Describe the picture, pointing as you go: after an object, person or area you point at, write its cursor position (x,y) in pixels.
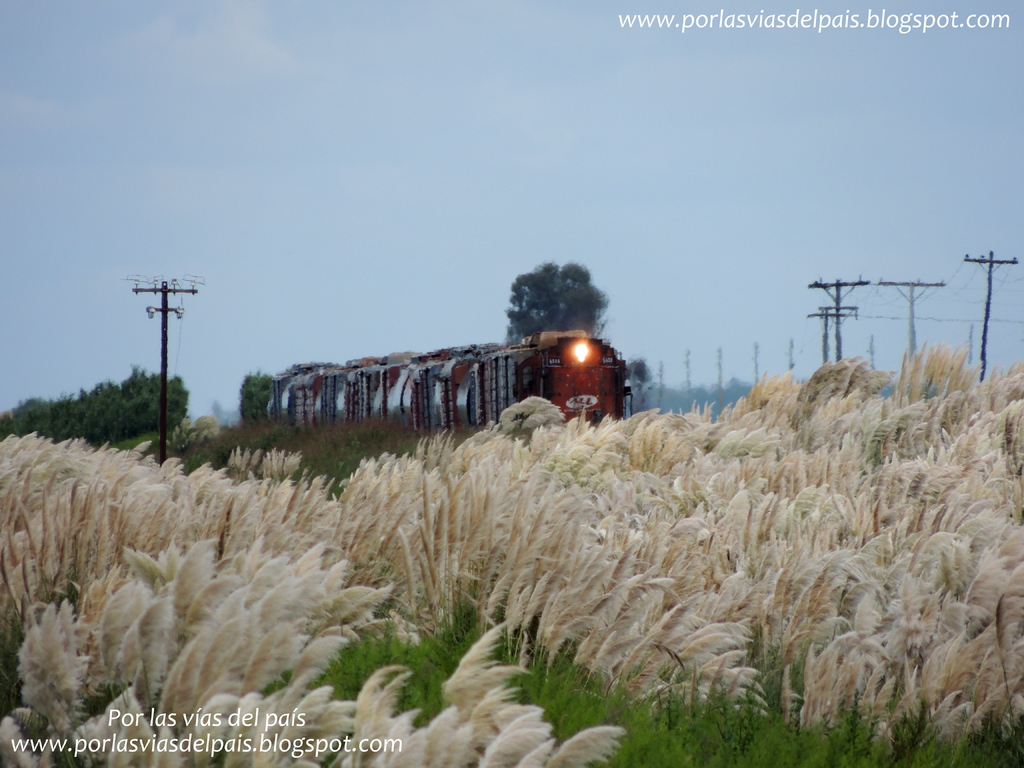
In this image, we can see a train (340,395), few trees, poles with wires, Here we can see few plants (622,598). Background (762,231) there is a sky (573,90). At the bottom (270,733) and top of the image (731,29), we can see some text (114,746).
